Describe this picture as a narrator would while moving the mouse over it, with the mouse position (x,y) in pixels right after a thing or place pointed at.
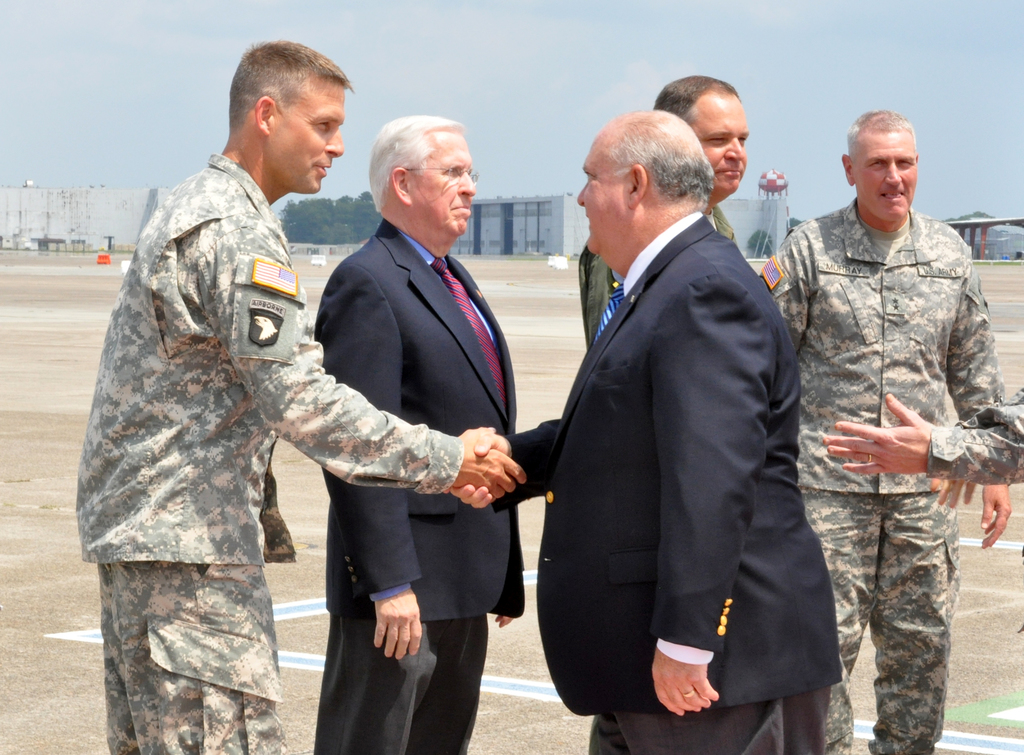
This image consists of five persons (486,336). In the front (667,570), the two persons (648,516) are wearing black suits (685,581). At the bottom (75,575), there is a road (522,394). In the background (57,219), we can see the buildings (524,253). At the top (593,86), there is a sky (601,87).
